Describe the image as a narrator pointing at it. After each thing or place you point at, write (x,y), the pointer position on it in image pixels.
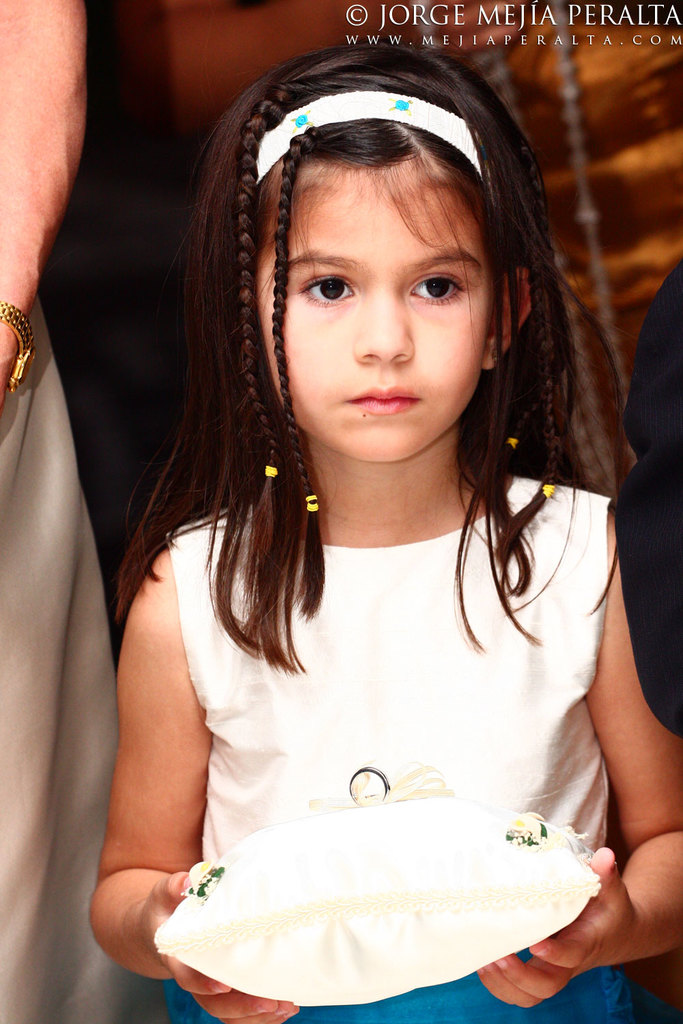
In this image there is a girl (391,573) towards the bottom of the image (365,764), she is holding an object (405,893), there is a person (42,489) towards the left of the image (60,539), there is an object (658,455) towards the right of the image (648,469), there is an object (559,155) behind the girl (516,135), there is text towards the top of the image (519,44).
